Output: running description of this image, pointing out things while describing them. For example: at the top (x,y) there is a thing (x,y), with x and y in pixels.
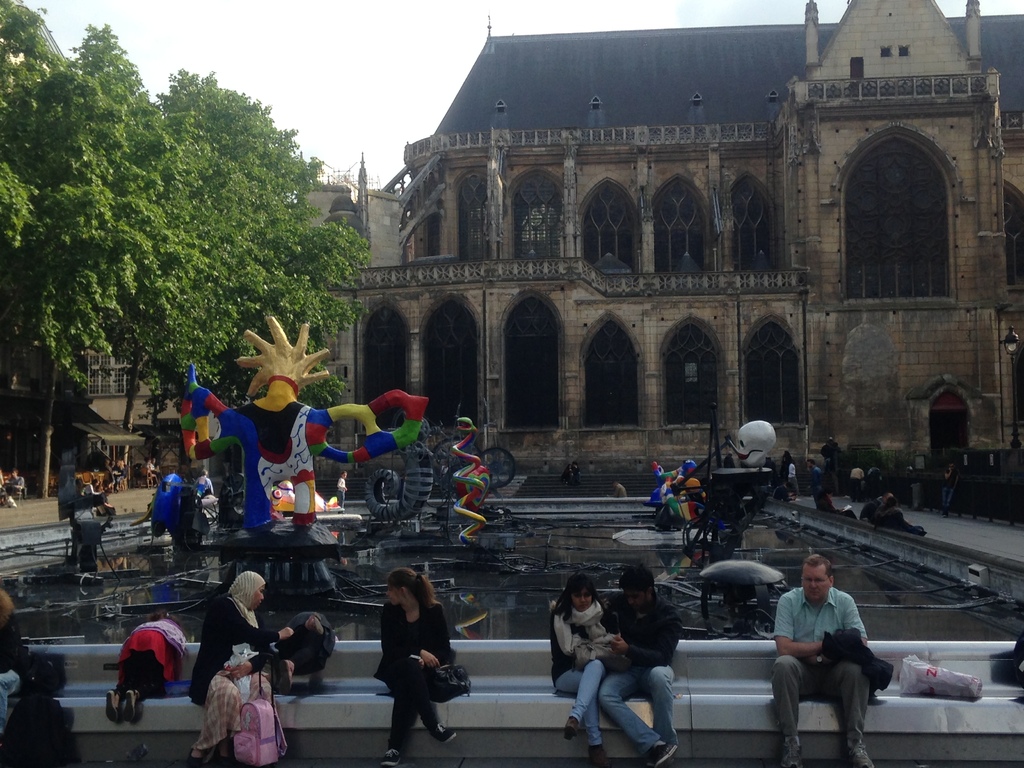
In this image we can see a building (725,142), there are windows (1009,200), there are many trees (272,151), there is the water (469,599), there is a sculpture (260,479), there are group of people (663,689) sitting, there are poles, there is sky (338,58) at the top (338,58).
